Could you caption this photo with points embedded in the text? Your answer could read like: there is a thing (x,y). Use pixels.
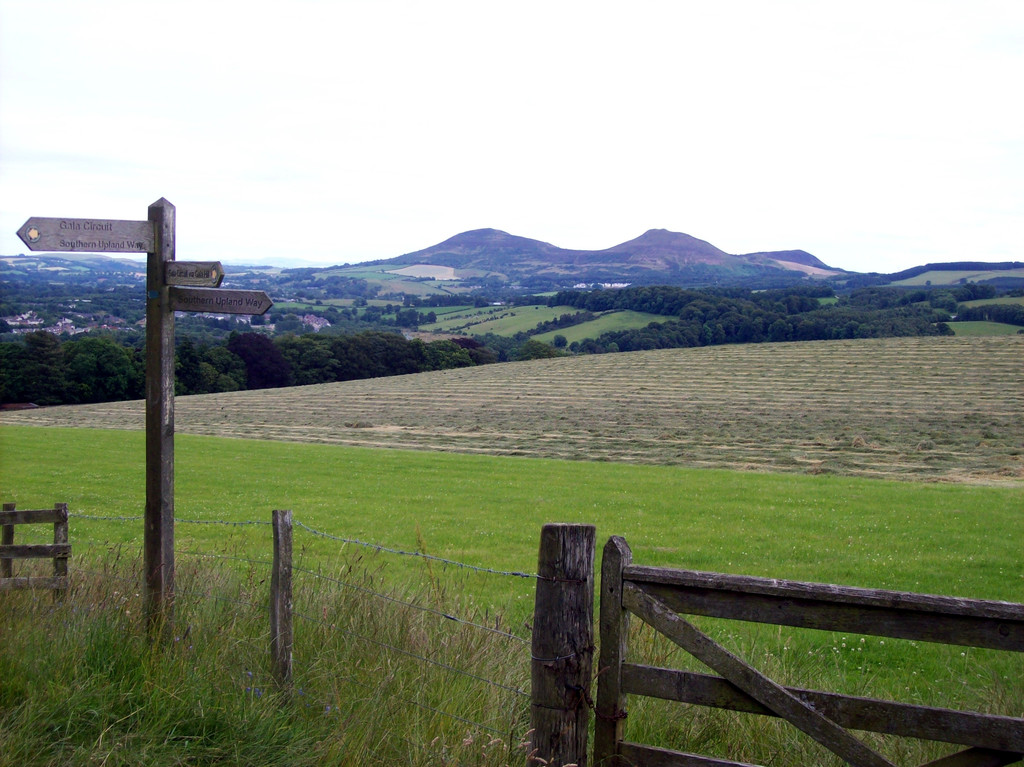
In this image I can see the wooden fencing (763,706), green grass (689,516), sign boards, poles (542,606), trees (754,323) and mountains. The sky (527,196) is in white color.
